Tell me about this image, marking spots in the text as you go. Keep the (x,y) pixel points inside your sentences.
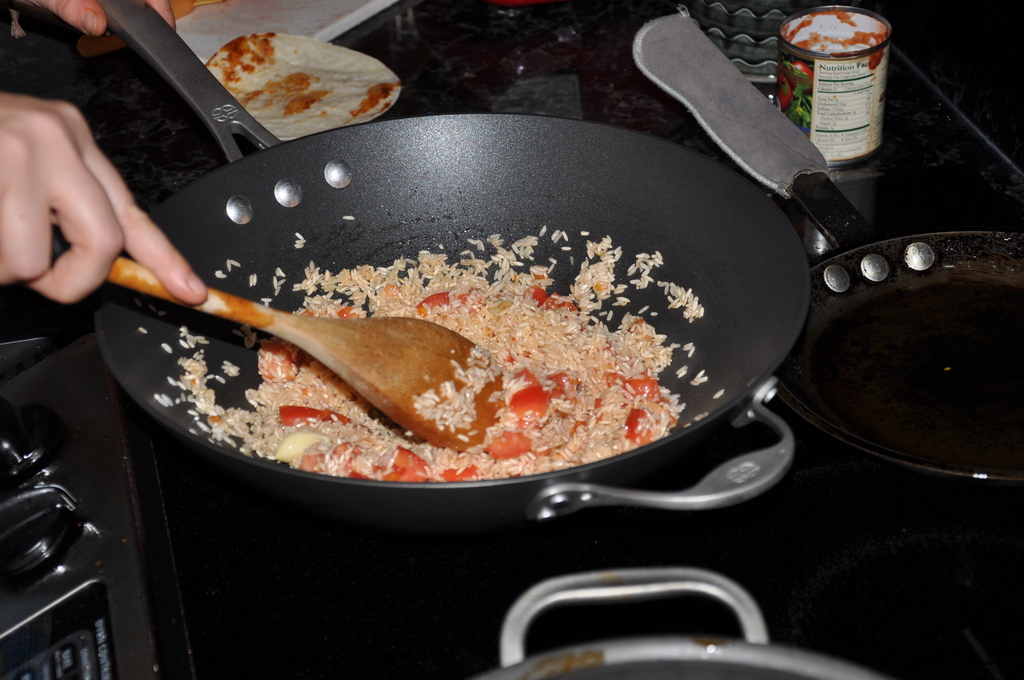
In the center of the image (438,259) we can see tomatoes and rice (596,350) in a vessel (256,234). On the right side of the image (849,271) we can see jar (827,122), vessel (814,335) and pan (979,385). On the left side (216,594) we can see stove (219,626).
